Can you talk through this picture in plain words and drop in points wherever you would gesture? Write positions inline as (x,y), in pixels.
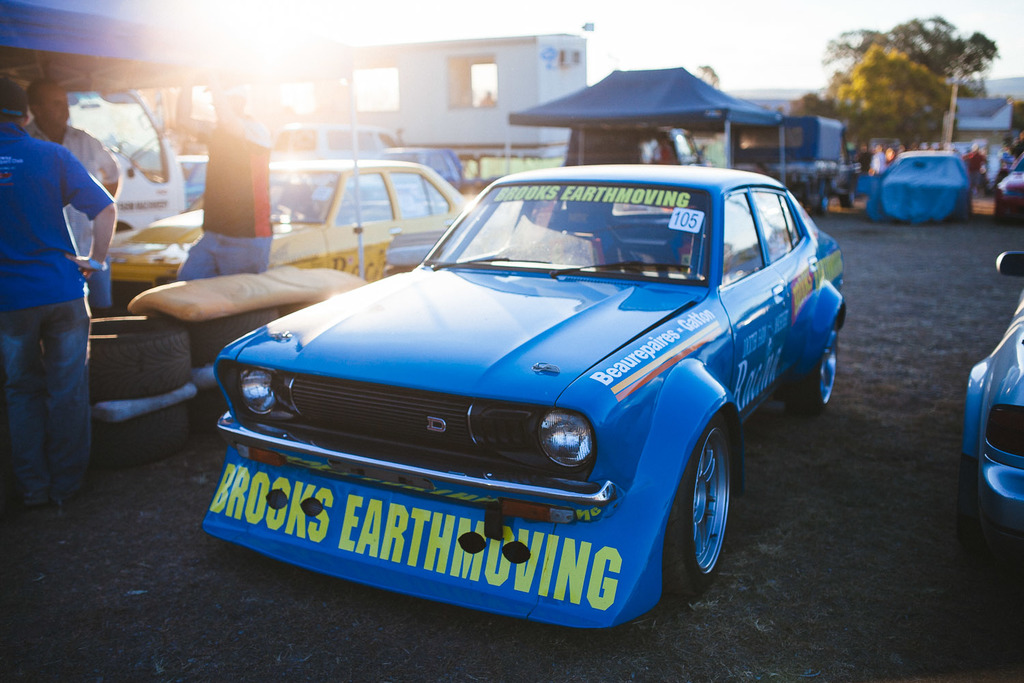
In this picture I can see vehicles (328,192) on the road (1008,295), there are group of people (53,356), there are tyres (209,398), there are canopy tents (96,78), there are trees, and in the background (732,29) there is the sky (732,29).
